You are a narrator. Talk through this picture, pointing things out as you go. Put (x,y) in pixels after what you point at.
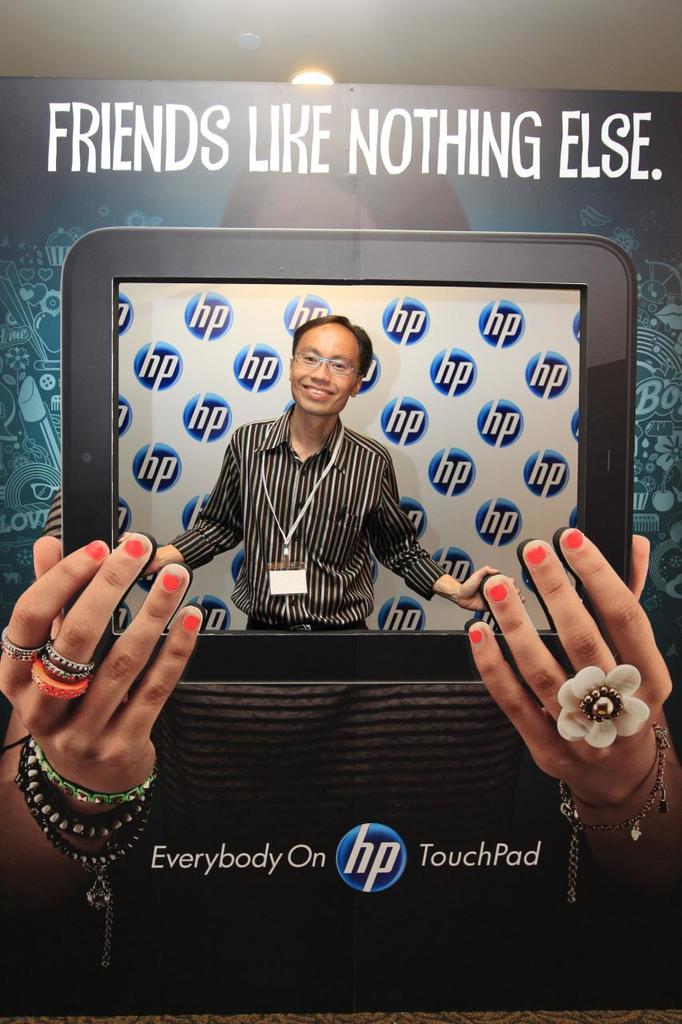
In the image we can see a man (305,480) standing wearing clothes (316,534), identity card (305,507) and spectacles (312,362). This is a poster (32,265) and we can see two hands (121,643), this is a finger ring (606,701), bracelet (98,801), text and a light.
